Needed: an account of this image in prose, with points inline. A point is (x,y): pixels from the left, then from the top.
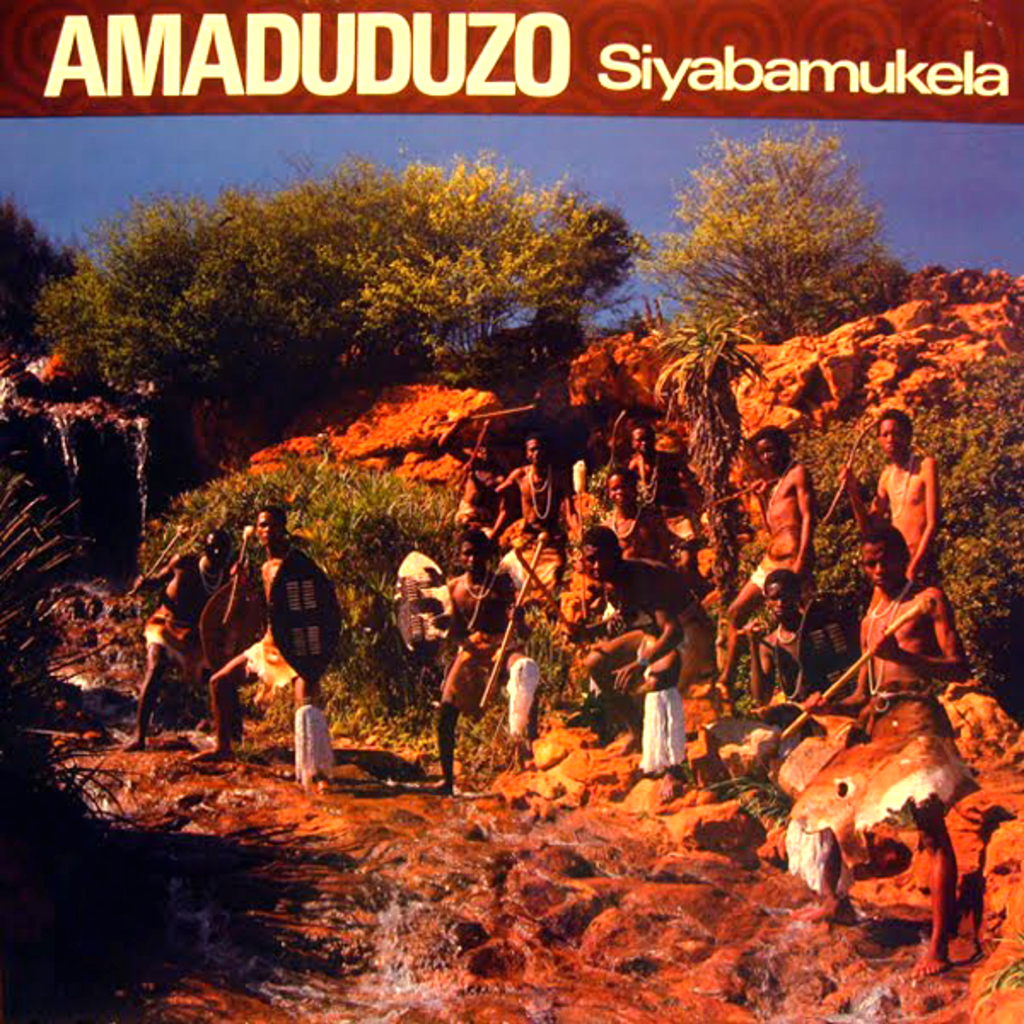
In this image there are a few people (676,683) standing and holding some objects (207,619) in their hands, around them there are trees (399,322) and rocks (439,459). In front of them there is a water flow (499,898). In the background (47,138) there is the sky (128,164). At the top of the image (365,88) there is some text (545,14).
